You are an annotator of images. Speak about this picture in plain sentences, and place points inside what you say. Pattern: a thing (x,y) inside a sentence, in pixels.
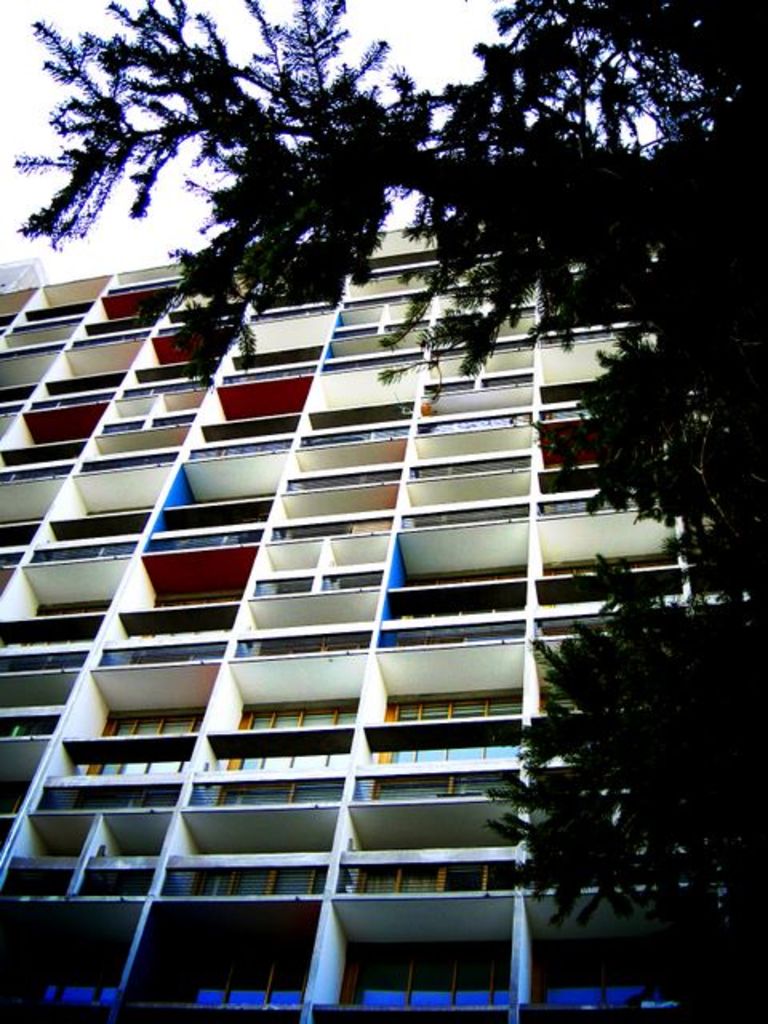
In this image we can see building (296,678) with glass windows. Right side of the image (675,551) tree (697,466) is there. Top of the image (480,19) sky (471,14) is present.
